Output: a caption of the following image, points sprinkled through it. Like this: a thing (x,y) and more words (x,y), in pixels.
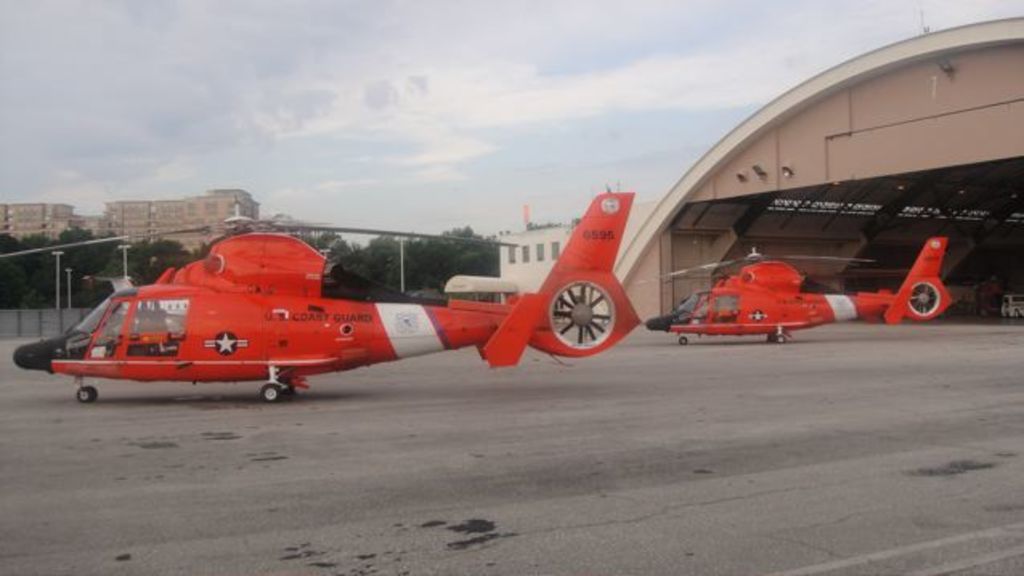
In this image we can see helicopters (919,293) on the road (511,447). There are poles (66,269), trees (146,279), and buildings (736,192). In the background (178,61) there is sky (622,106) with clouds (622,106).
